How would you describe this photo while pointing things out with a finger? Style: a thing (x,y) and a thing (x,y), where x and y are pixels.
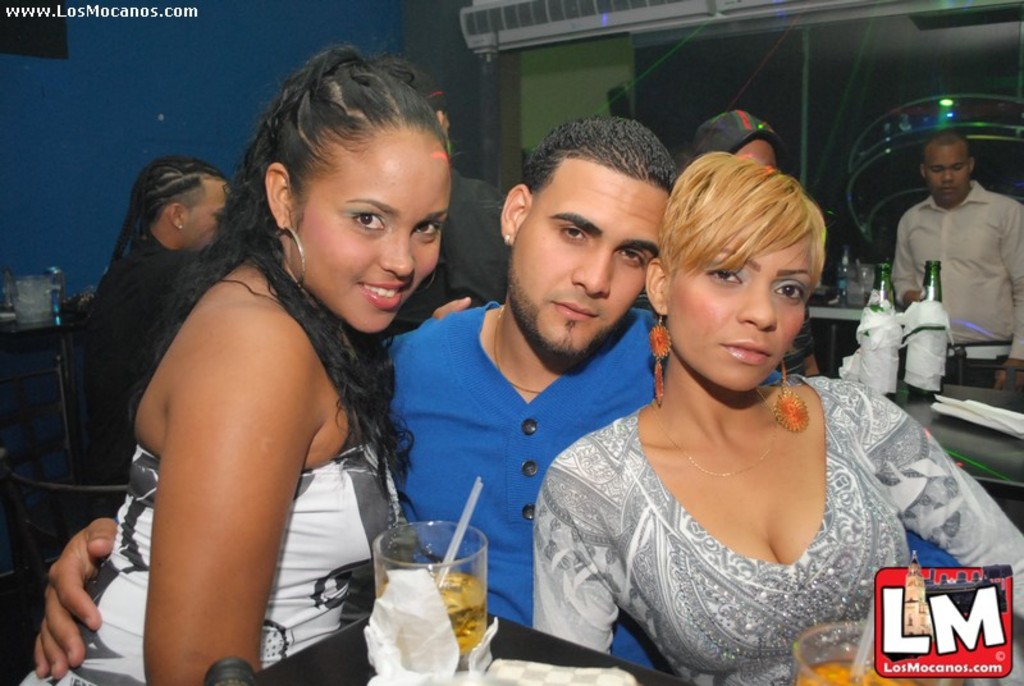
These 3 persons (314,324) are highlighted in this picture. Far the other persons (497,269) are standing. On this table (501,659) there is a glass (483,593) and bottles (919,338). This wall (205,115) is in blue color.
